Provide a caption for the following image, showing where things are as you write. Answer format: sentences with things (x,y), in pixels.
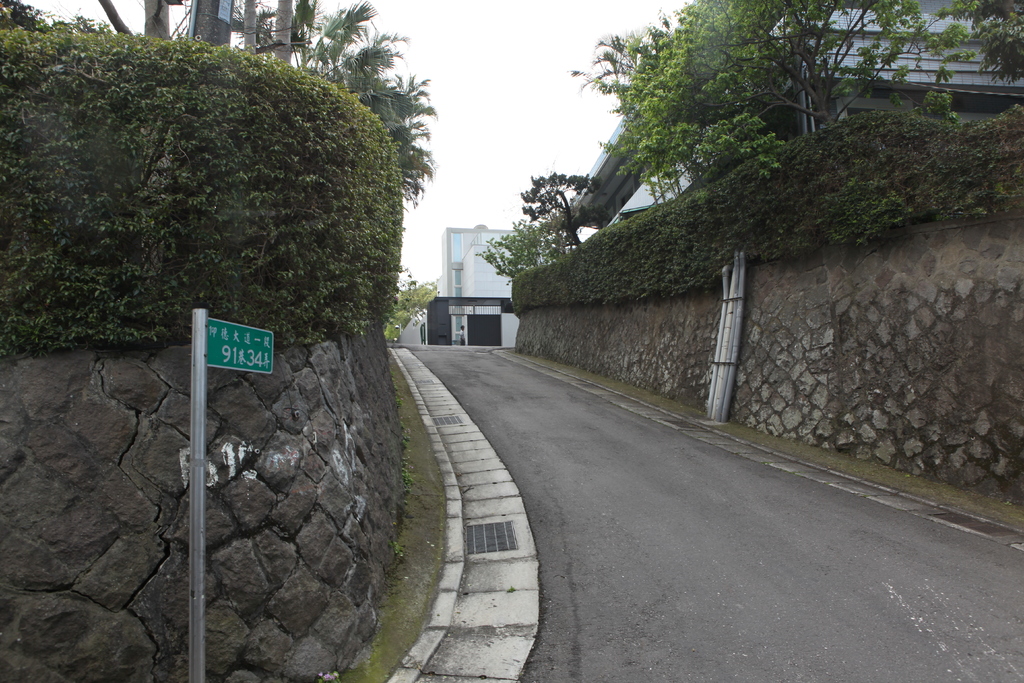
In the picture I can see the road (500,415). I can see the rock wall (384,405) and bushes (312,189) on the left side (264,285) and the right side of the road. There is a board pole (197,439) on the left side of the image (200,424). In the background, I can see the building (515,320) and a metal gate (474,309). I can see the trees (330,35) on the left side (326,74) and the right side (771,100) as well.
